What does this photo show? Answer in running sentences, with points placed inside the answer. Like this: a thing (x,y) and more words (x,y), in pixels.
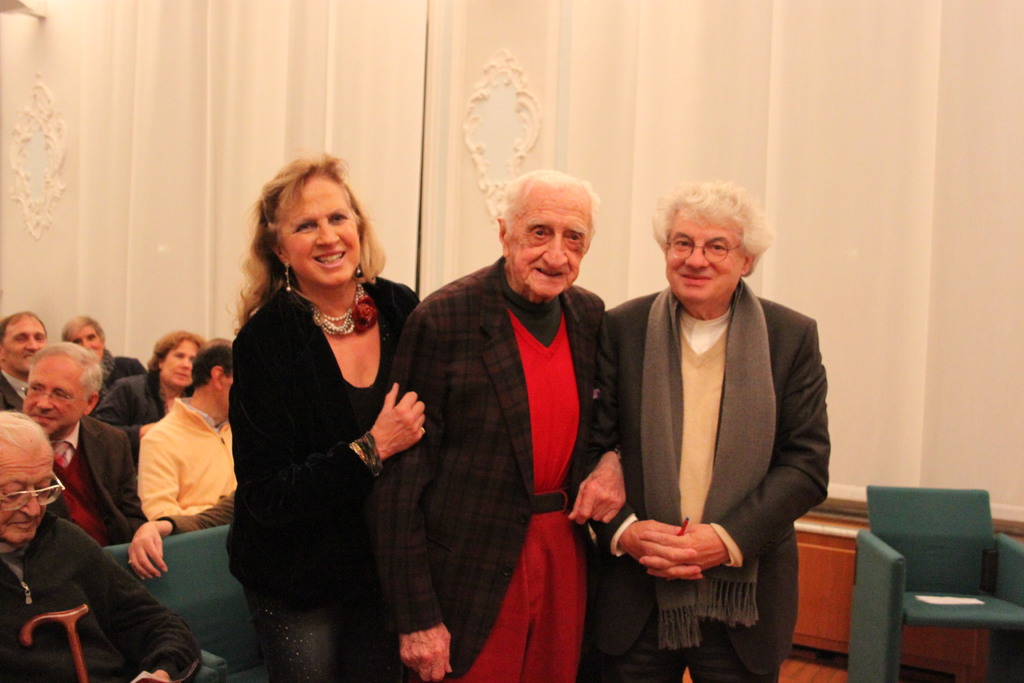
This picture describes about group of people (239,352), few people (202,351) are seated and few (310,288) are standing, in the background (186,69) we can see a wall (477,81) and a light (38,1).
